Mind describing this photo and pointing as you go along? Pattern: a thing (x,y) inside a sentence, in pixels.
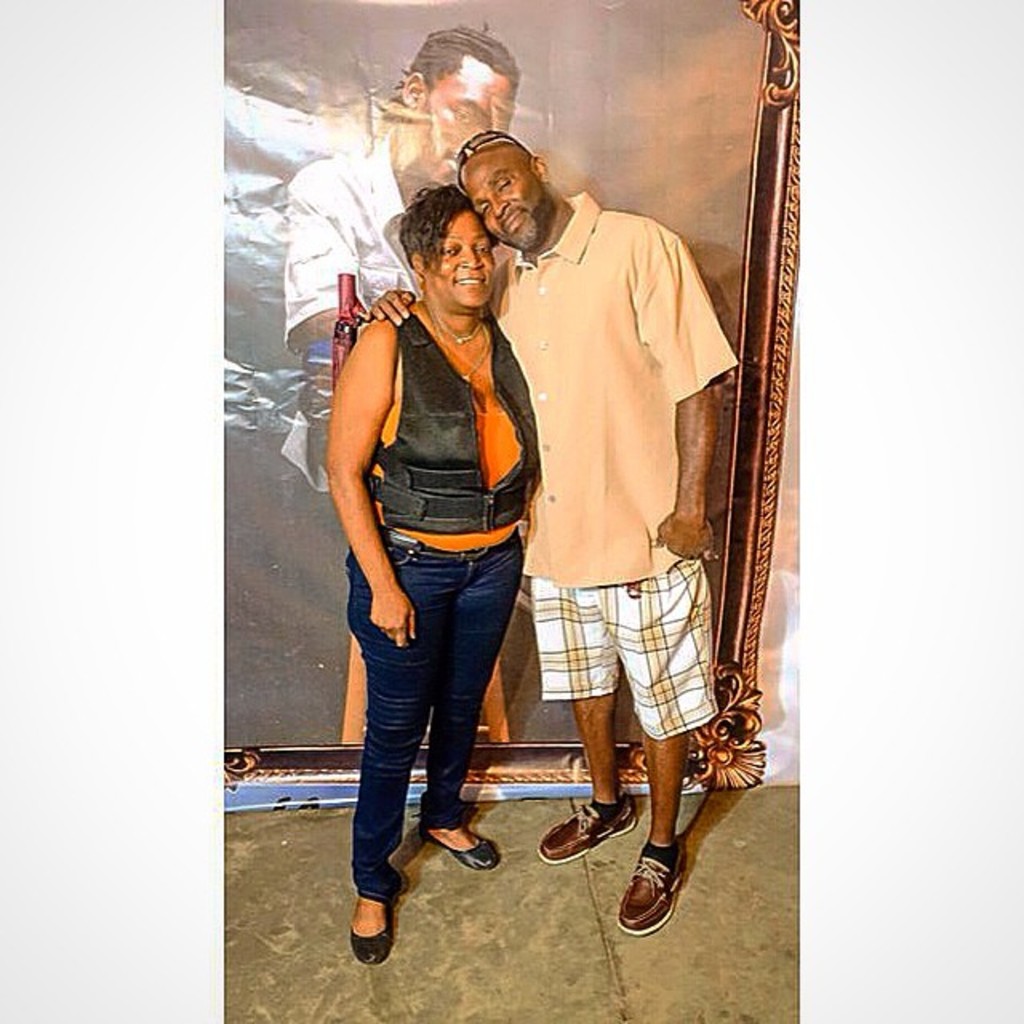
In this image we can see a man (571,669) and a lady (430,423) standing. In the background (710,288) there is a board (740,412). At the bottom (466,1011) we can see a floor (546,958).
